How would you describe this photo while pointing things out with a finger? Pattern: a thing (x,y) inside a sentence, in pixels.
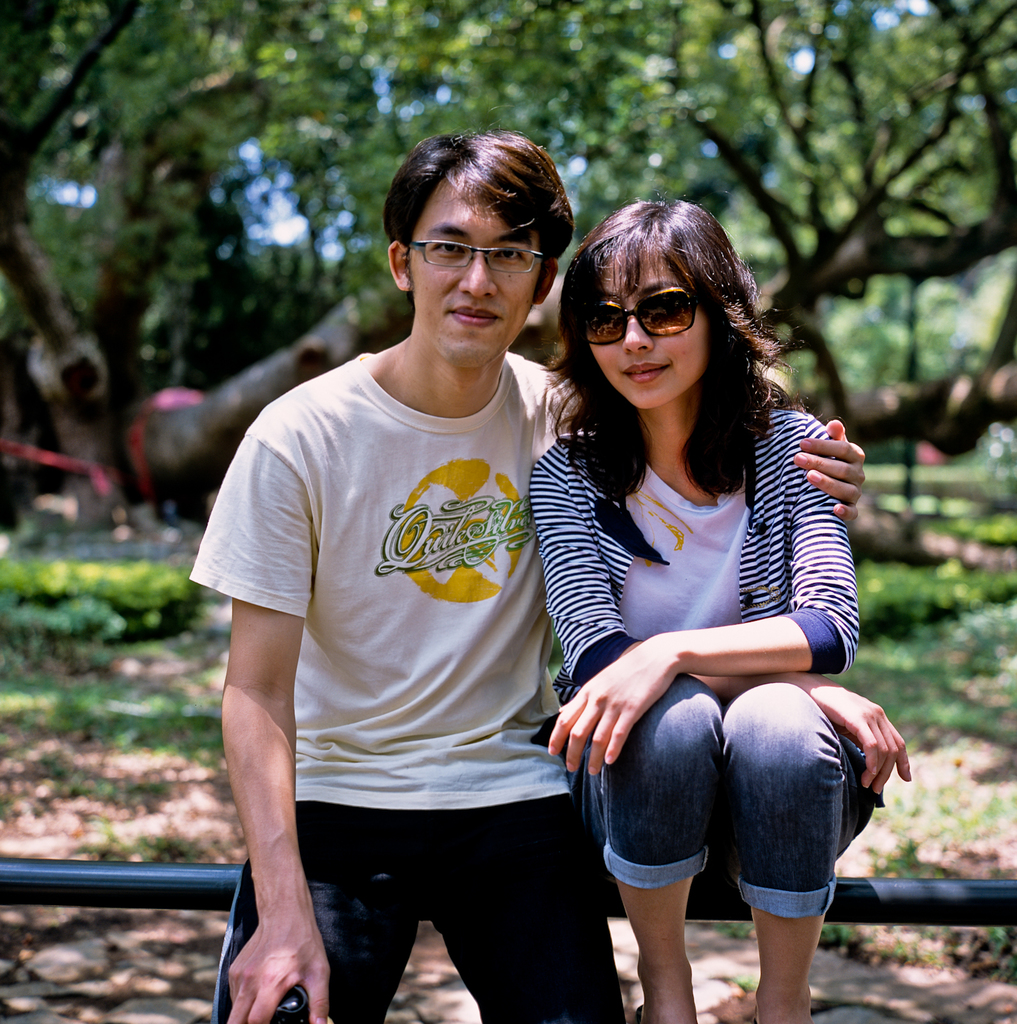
In this picture there is a boy (499,274) and a girl (572,296) in the center of the image (354,421) and there is a boundary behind them and there are trees (175,452) in the background area of the image (149,362).
